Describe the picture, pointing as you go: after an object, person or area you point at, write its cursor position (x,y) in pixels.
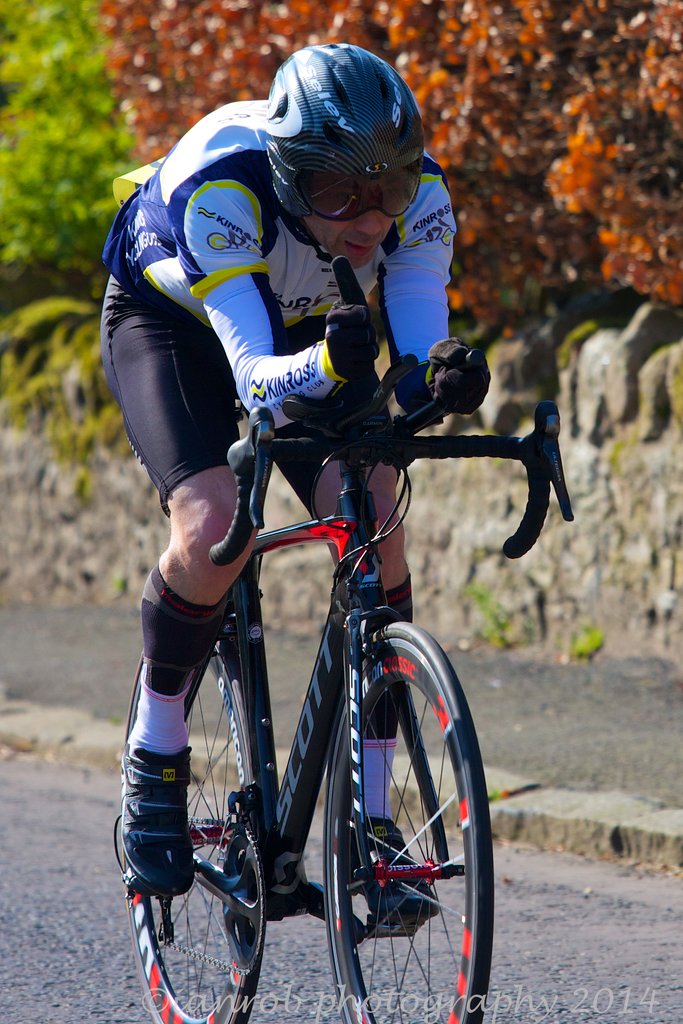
In this image there is a person (160,592) cycling on the road (79,795). Behind him there is a wall (638,461). There are trees (425,54). There is some text (570,1003) at the bottom of the image (172,1003).
